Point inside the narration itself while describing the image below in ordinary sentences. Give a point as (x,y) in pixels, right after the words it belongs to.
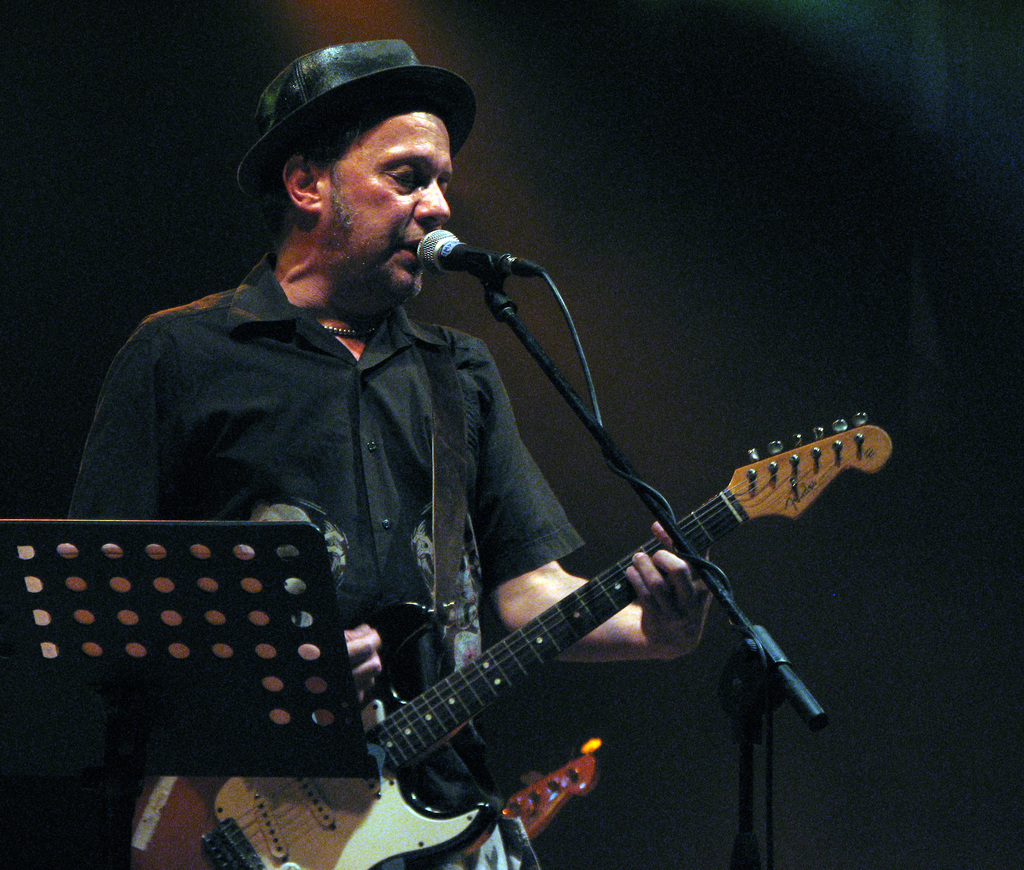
In this picture a man (241,331) is playing a guitar (414,749) with mic (476,266) in front of him and a note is in the stand (155,664) in front of him. This picture is clicked in a musical concert. The background (83,199) is black in color.
